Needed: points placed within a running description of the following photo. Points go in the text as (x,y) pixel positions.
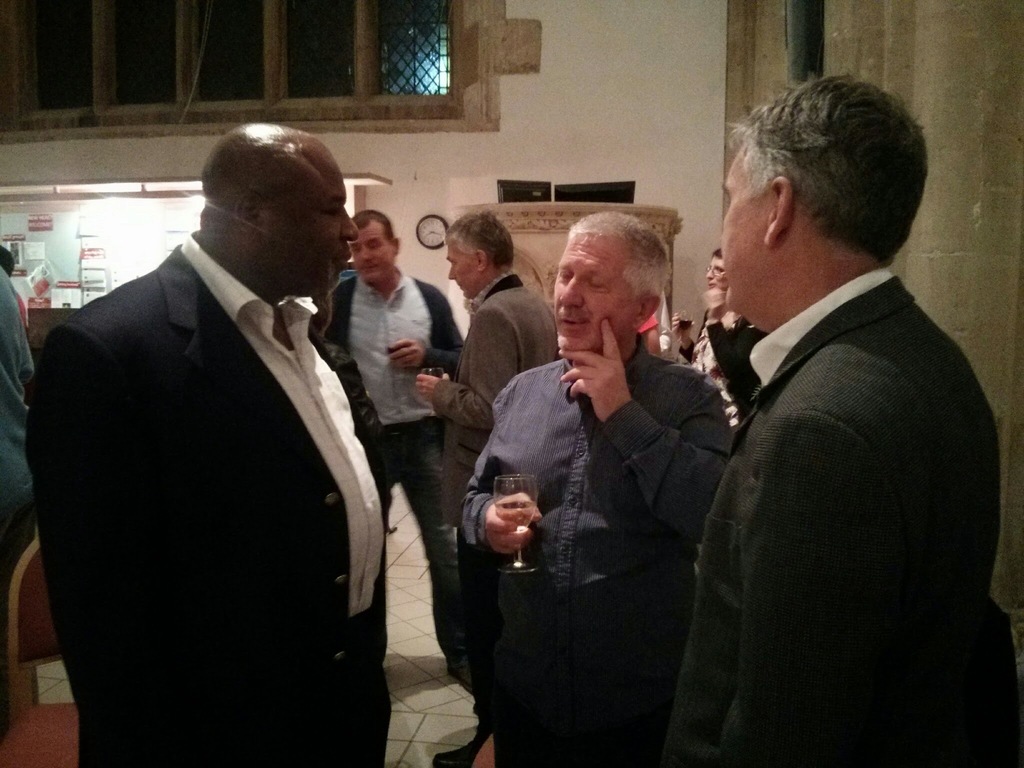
In this image I see number of people (839,335) in which most of them are holding glasses (680,319) in their hands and I see the wall (386,172) and I see the light (117,222) over here and I see the windows (299,67) and I see a clock (441,222) over here.
